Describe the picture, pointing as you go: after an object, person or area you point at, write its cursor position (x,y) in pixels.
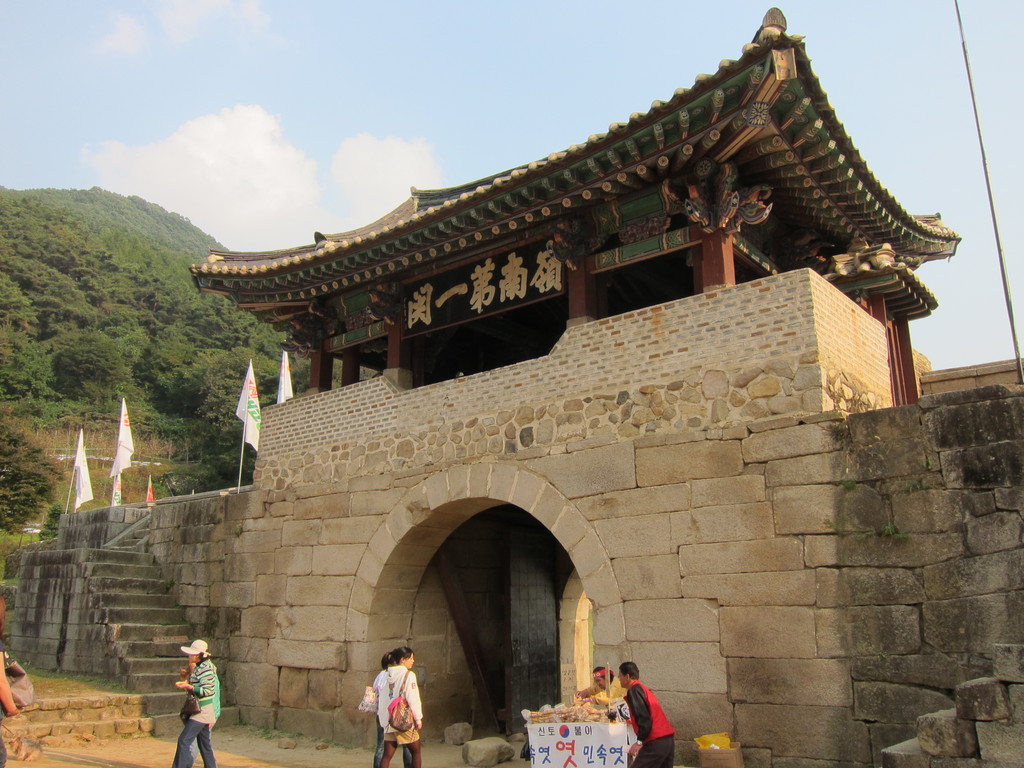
This picture is clicked outside. In the foreground (396,719) we can see the group of persons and there are some objects (546,727) placed on the ground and we can see the stairway (145,556), flag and a building (729,318) and we can see the text (515,294). In the background (258,69) we can see the sky (282,83), hills (197,240) and the grass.
